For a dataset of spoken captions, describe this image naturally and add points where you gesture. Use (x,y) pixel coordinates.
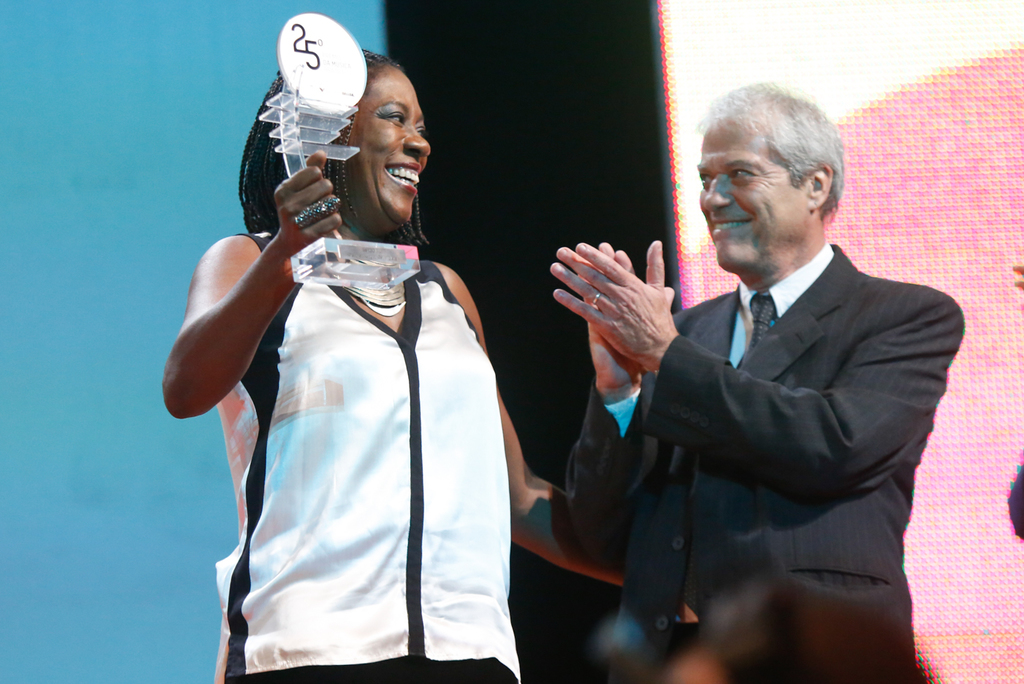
In this image we can see a man (732,329) wearing the suit (732,427) and standing and smiling. We can also see a woman (455,368) smiling and holding an award (311,151). In the background (173,310) we can see the wall (560,26).
